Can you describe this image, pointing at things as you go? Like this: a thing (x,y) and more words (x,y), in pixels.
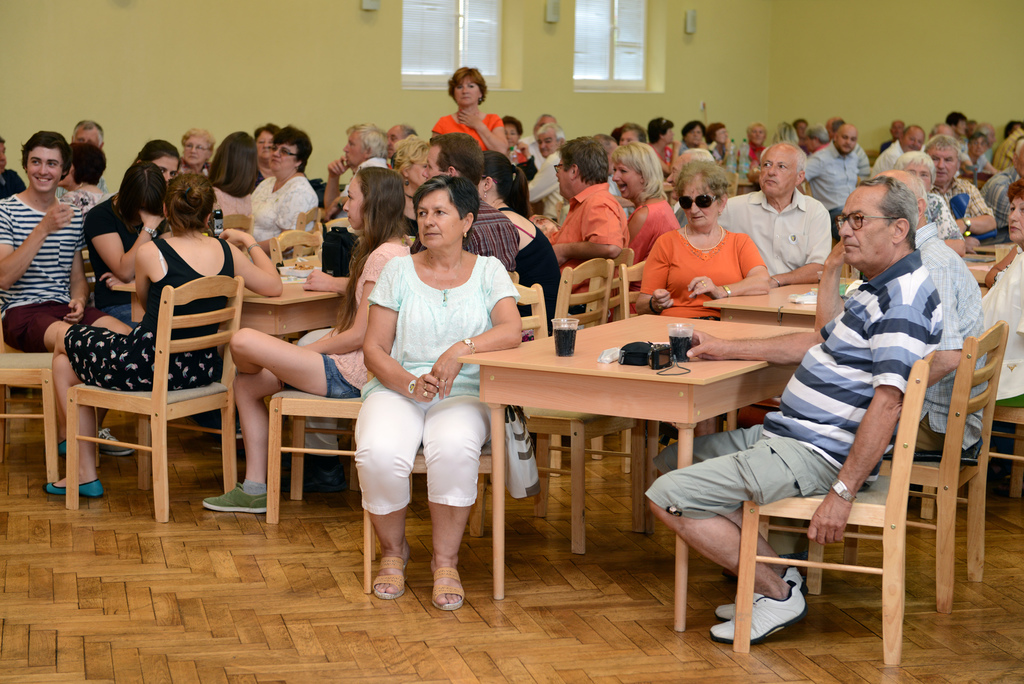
In this image we can see a group of people (974,127) who are sitting on a chair (42,356). They are drinking. They are having a conversation and they are laughing. Here we can see a glass window (617,27).
